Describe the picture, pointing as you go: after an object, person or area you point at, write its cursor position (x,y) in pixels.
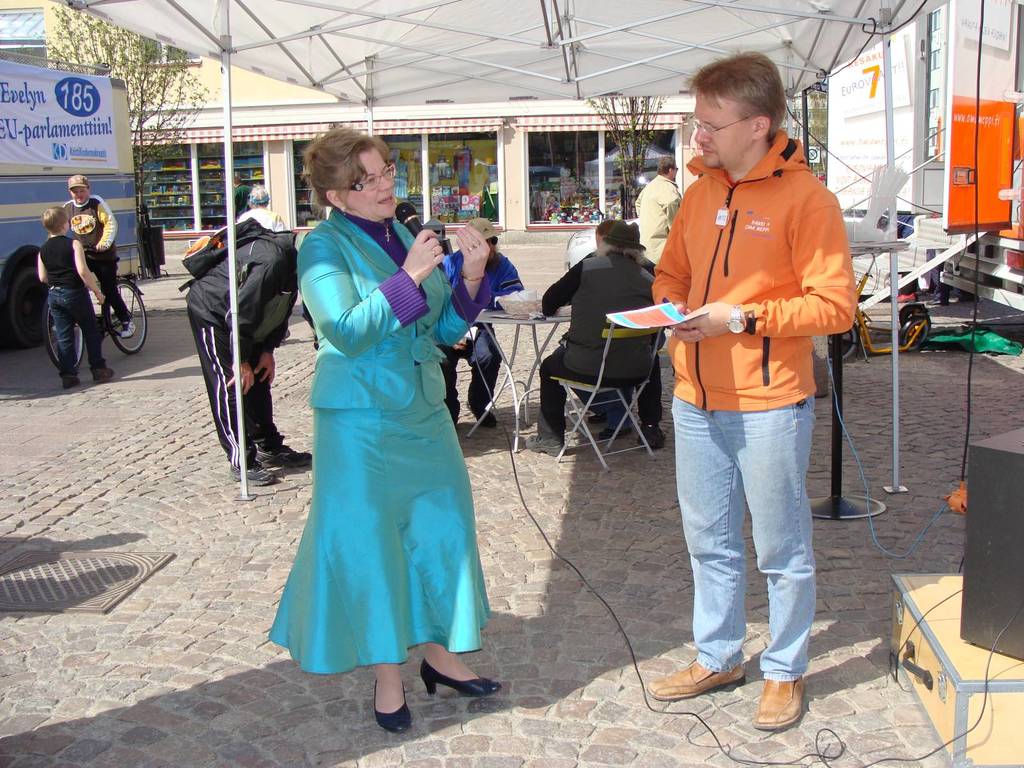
In this image we can see there are two persons (378,499) standing beneath the shed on the road (656,490), the girl (392,396) holding a mic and another person (738,302) holding some papers (647,313), behind them there are a few people (579,365) sitting in front of the table (530,320) and another person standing behind them. On the left side of the image (27,276) there a vehicle (15,251), behind that there is a person (97,242) riding a bicycle (52,326), beside him there another person (100,362) walking. On the right side of the image (923,185) there is another vehicle (952,192). In the background (411,181) there is building (602,169).
